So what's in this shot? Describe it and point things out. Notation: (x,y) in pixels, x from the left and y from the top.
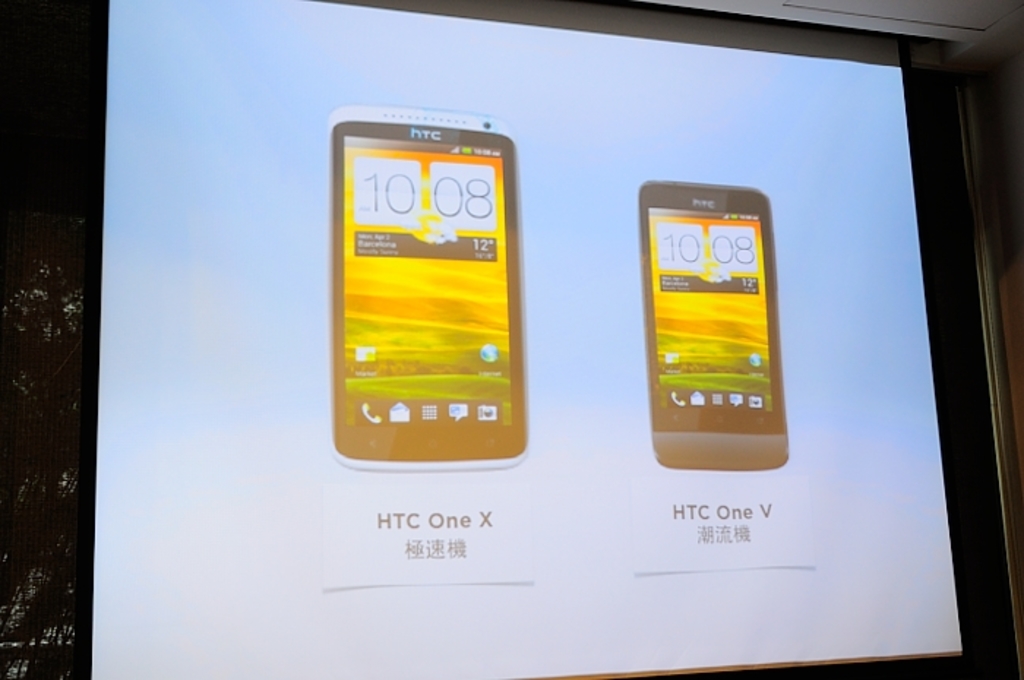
In the image we can see projected screen (762,277), on the projected screen (688,257) we can see the pictures (416,273) of mobile phone (420,276) and the background (22,666) is dark.
